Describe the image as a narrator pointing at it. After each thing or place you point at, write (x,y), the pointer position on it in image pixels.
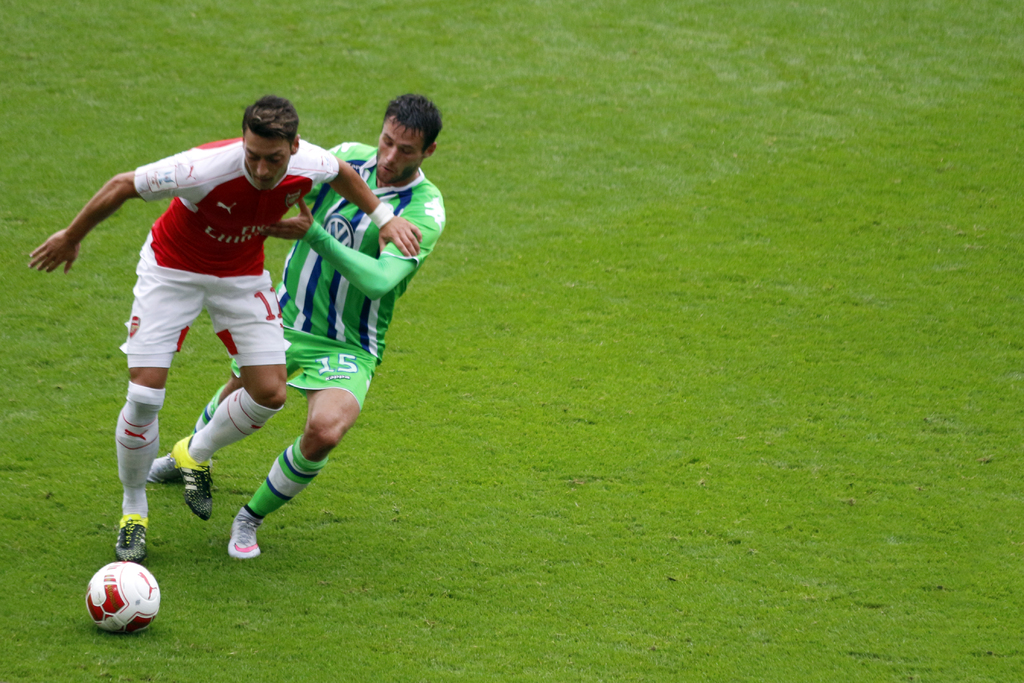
In this image there are two persons (281,374) who are playing football, and there is one ball (136,598). At the bottom (552,456) there is grass (466,610).
